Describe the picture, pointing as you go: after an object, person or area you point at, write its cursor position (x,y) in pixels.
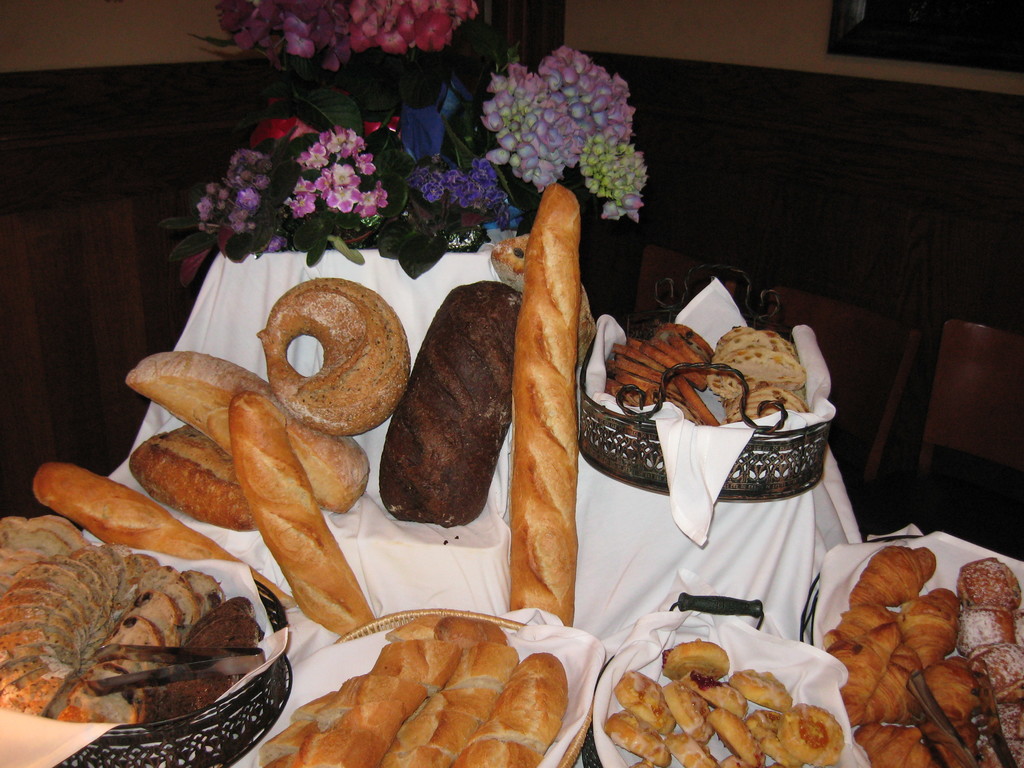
In this image I can see food (697,719) which is in cream and brown color in the basket (363,629). Background (638,7) I can see few multi color flowers (264,29) and the wall (807,29) is in brown and cream color.
